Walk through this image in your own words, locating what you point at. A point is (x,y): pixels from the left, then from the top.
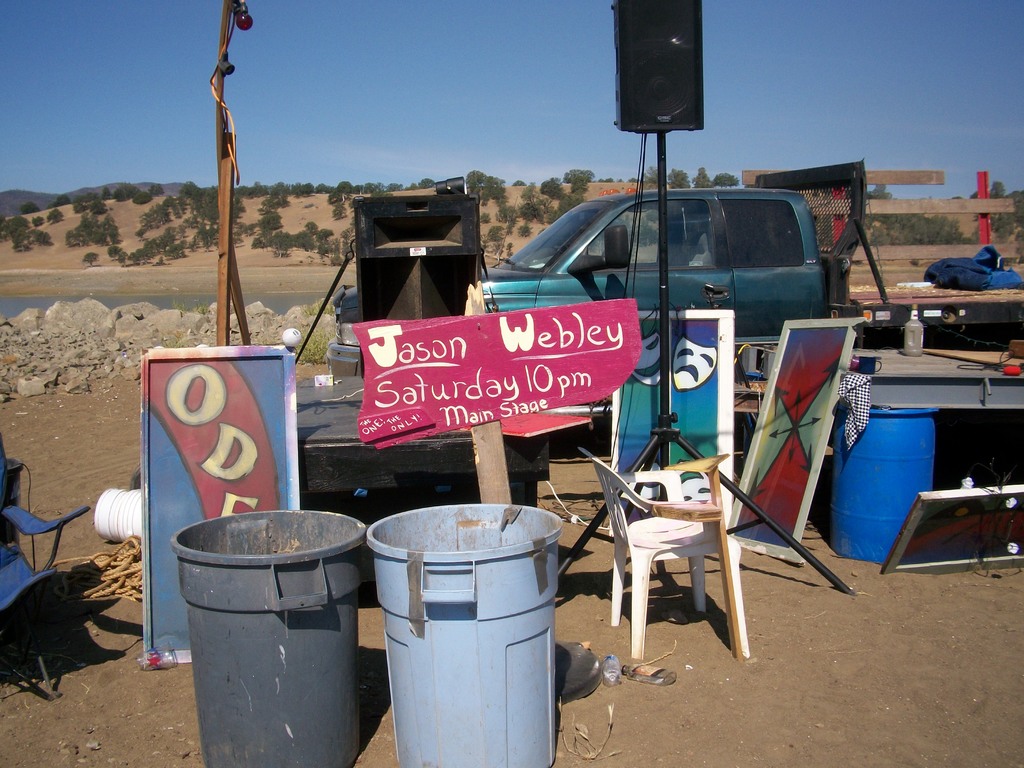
This is a picture taken in the outdoors. It is sunny. On the floor (778,627) there are chairs (618,517), board (263,436), barrel (870,479), table (927,390) on the table (925,380) there are bottle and some items (865,365). Behind the table (931,362) there is a vehicle (670,293) and a speaker (657,75) with stand (661,435). Background of the car (691,279) is a sky (433,113).
